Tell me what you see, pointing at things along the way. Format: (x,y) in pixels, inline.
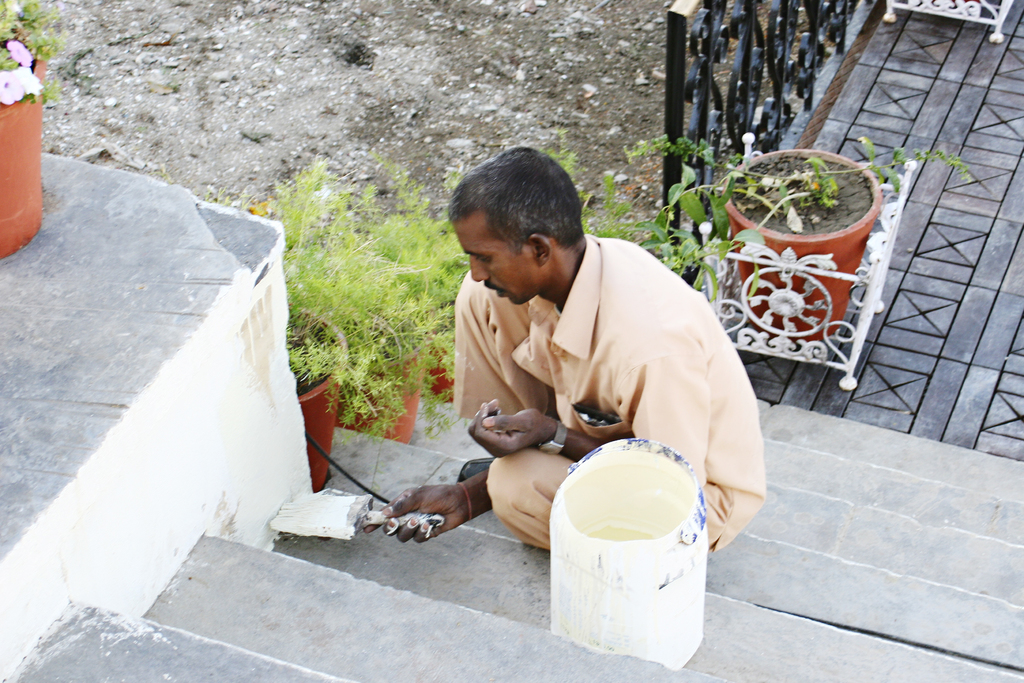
In this image we can see a man (549,341) is sitting on the stairs (423,637). He is wearing a shirt (633,278), pant (519,509) and holding brush (401,520) in his hand (418,504). There is a container (668,576) on the stairs (516,608). In the background (314,314), we can see land (503,111), potted plants (850,189), pavement (868,131) and grille (755,29). We can see a small platform (118,248) and a potted plant (24,59) on the left side of the image (28,187).
